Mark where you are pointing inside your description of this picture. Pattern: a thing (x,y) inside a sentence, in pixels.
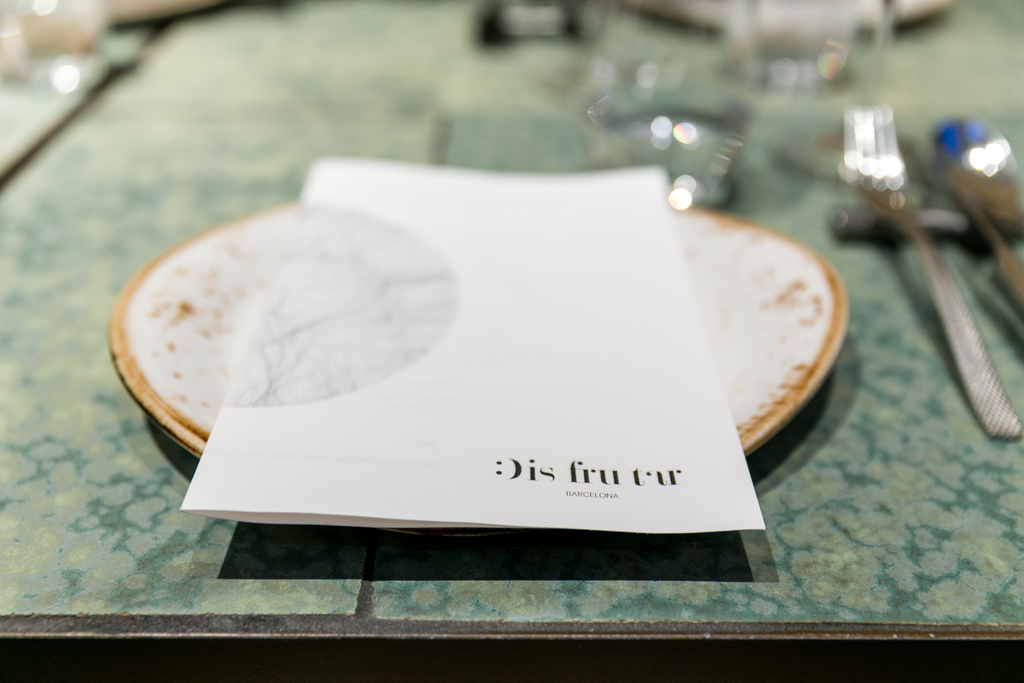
In this image there is one paper (578,377) is kept in a plate (712,317) as we can see in middle of this image (390,328) and there are some objects (902,201) kept at right side of this image (862,210).
